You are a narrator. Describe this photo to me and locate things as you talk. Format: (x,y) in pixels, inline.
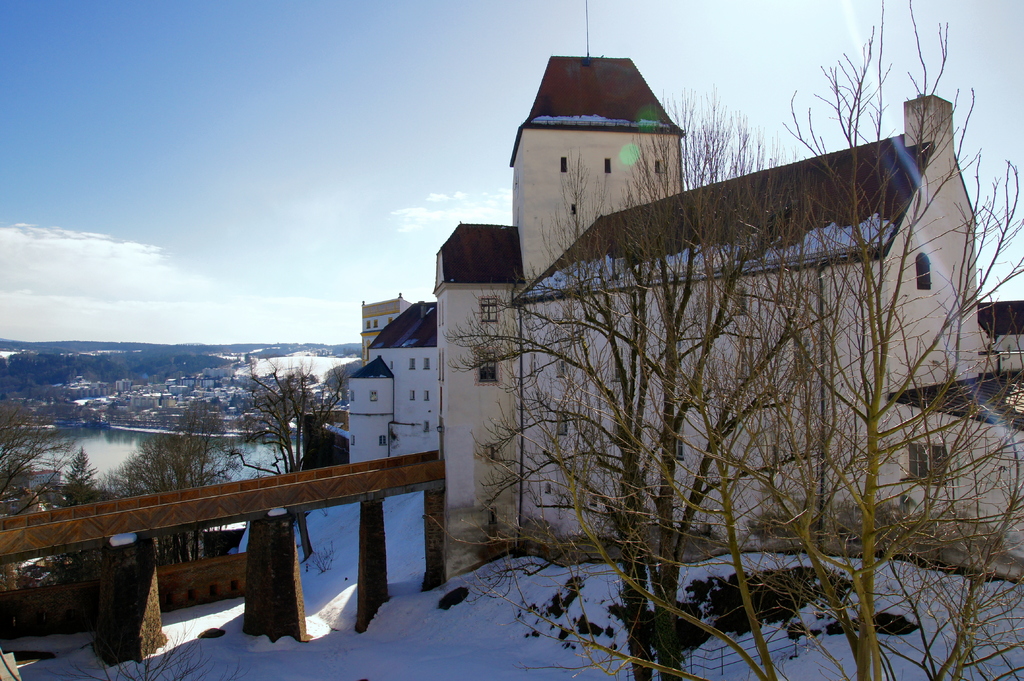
Here in this picture we can see houses (744,329) and buildings (496,319) present all over there and we can see trees (633,477) also present in the front (649,591) and we can see the whole ground (394,583) present over there is covered with snow (332,580) and we can also see plants (190,535) here and there and we can see a bridge (419,487) present over there and in the far we can see a river (108,435) present and we can see clouds (93,260) in the sky (317,162) over there.
